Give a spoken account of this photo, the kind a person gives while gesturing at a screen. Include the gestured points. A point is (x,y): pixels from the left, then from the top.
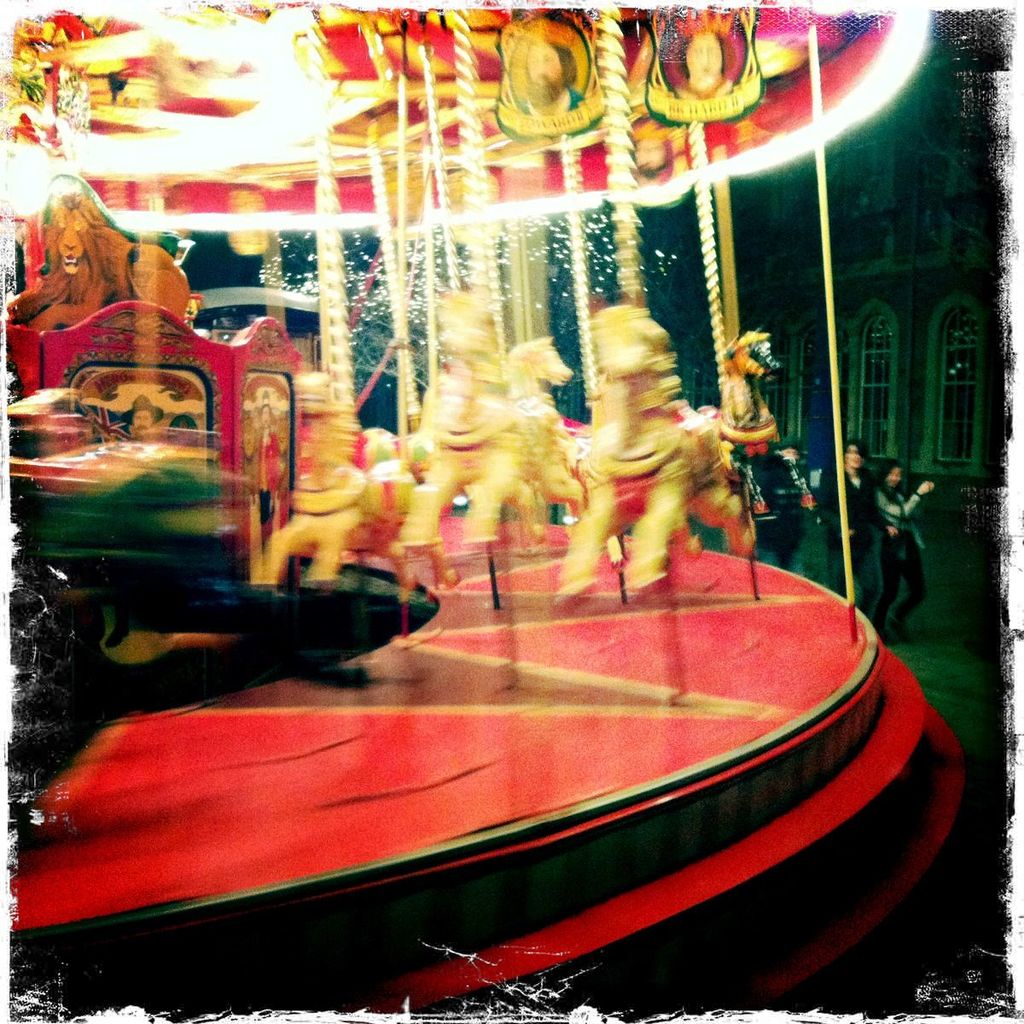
The picture is blurred. Towards left (256,480) it is child carousel (385,443). On the right (883,540) there are people (890,551) walking. In the background (872,292) there is a building (785,263).
